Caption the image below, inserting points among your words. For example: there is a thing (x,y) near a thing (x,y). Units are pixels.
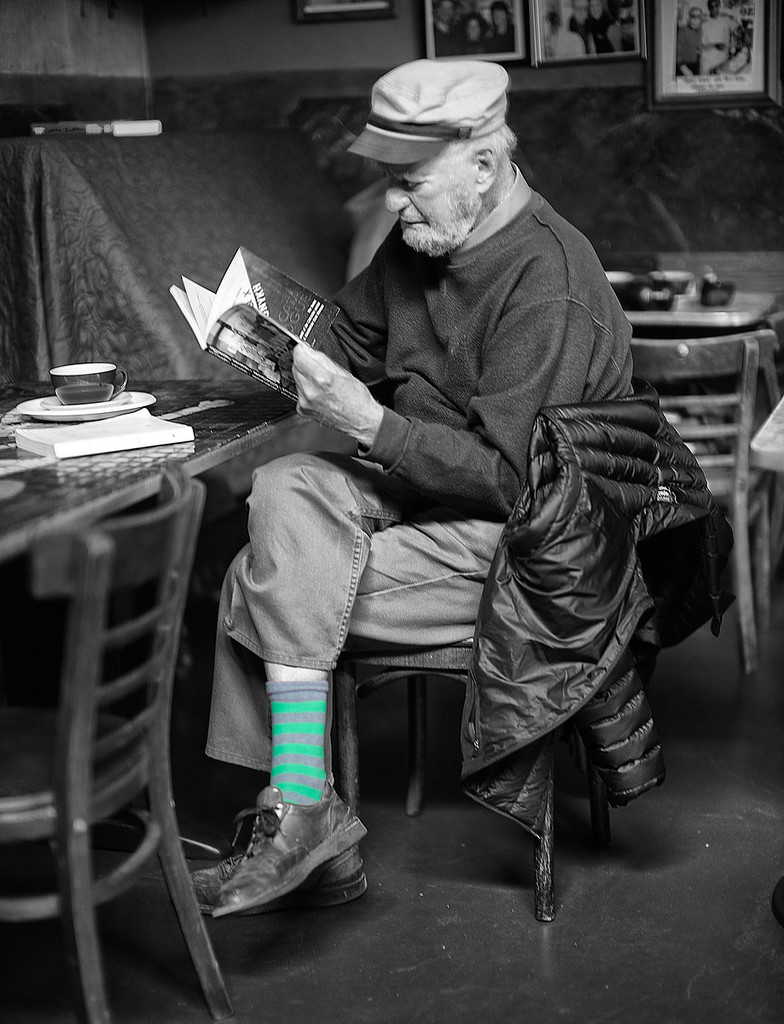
In this image we can see a man (311,475) sitting on a chair (419,695) and he is reading a book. Here we can see a jacket (541,504) on the chair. This is table (152,414) where a cup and a book (73,430) are kept on it. In the background (687,360) we can see a table (671,310) and chair (732,350) arrangement. Here we can see photo frames (601,17) which are fixed to a wall (645,70).
